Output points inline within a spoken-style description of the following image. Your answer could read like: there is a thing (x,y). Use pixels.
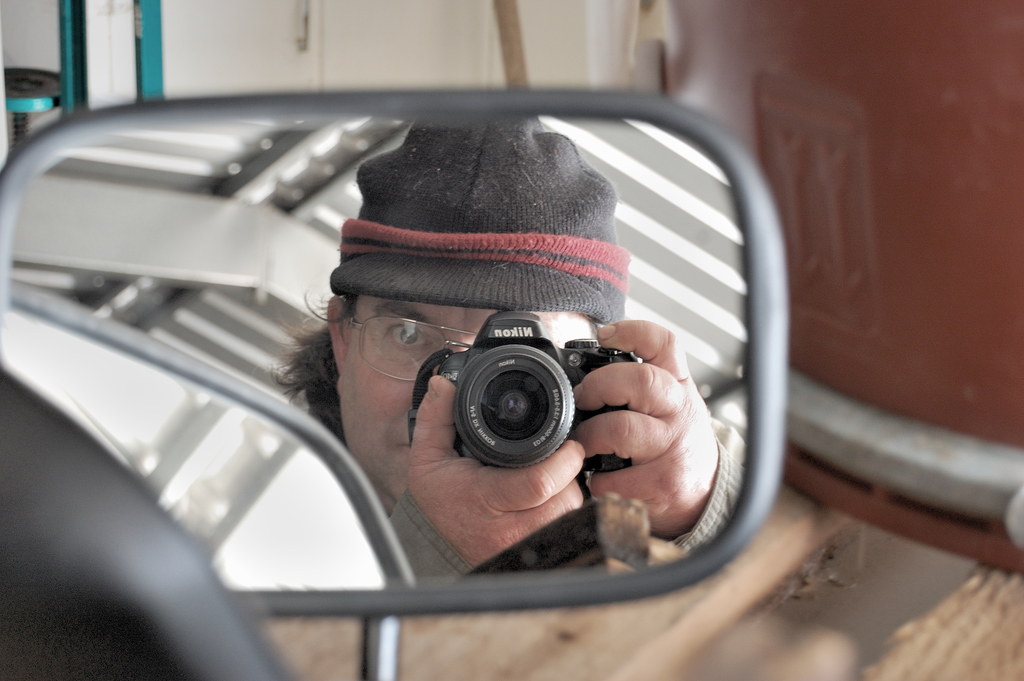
In this image we can see a mirror (387,521) in which we can see the reflection (594,408) of a person (595,418) wearing spectacles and a cap (462,134) is holding a camera (546,434). Here we can see the wooden flooring (523,679) and the background of the image (23,53) is slightly blurred.
